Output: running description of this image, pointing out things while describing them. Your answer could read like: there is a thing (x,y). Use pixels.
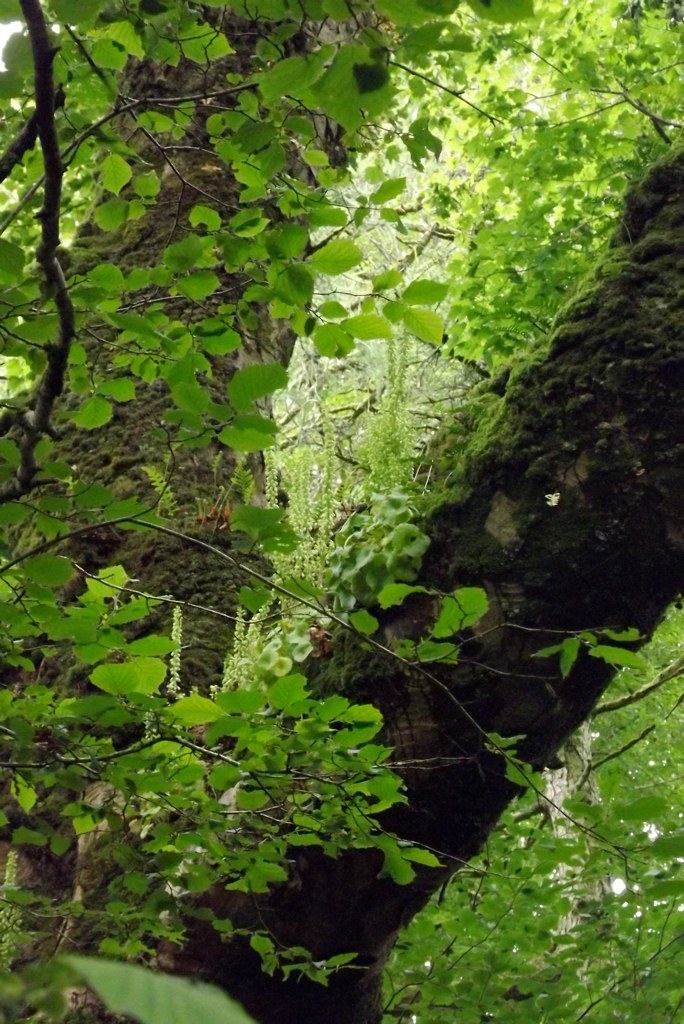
This picture shows trees (455,392) and we see green Leaves (8,275).
